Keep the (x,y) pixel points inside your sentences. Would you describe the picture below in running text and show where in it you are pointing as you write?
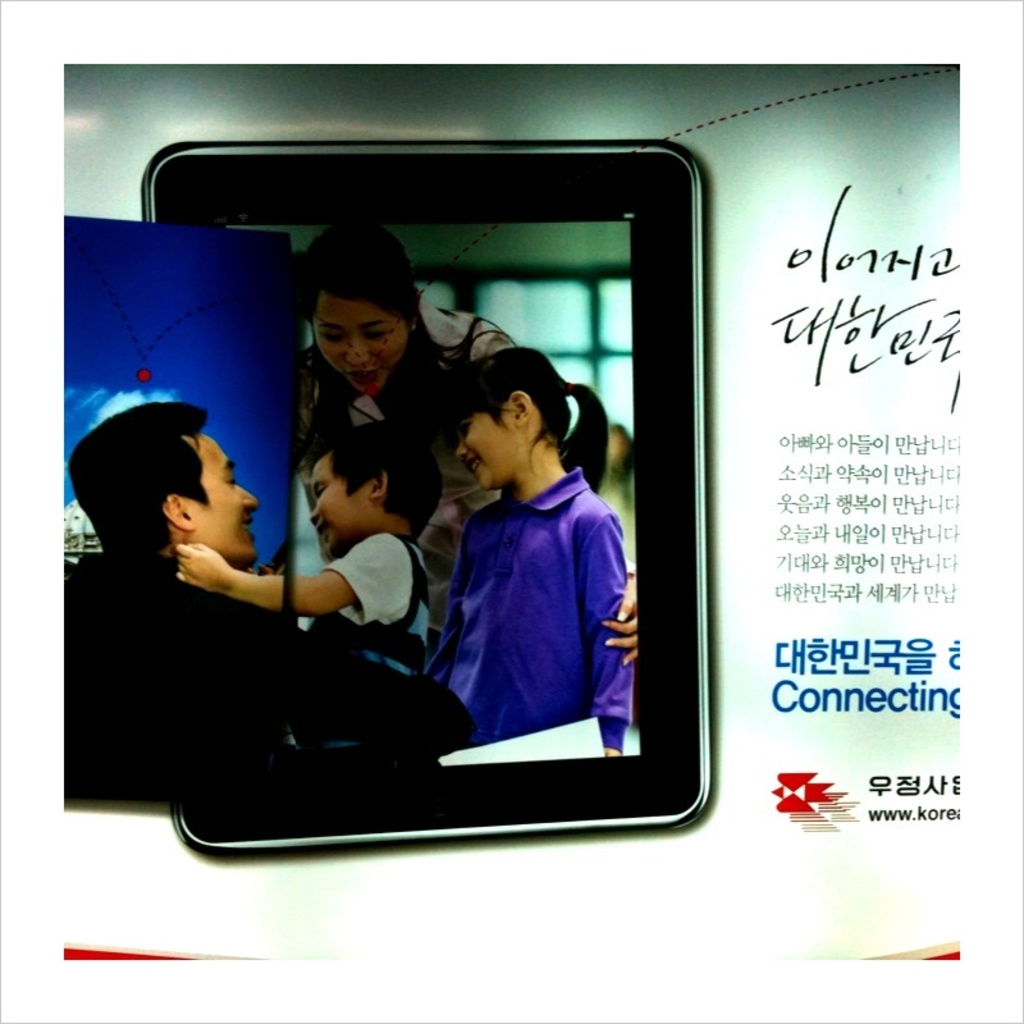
It is a poster. In this image, we can see few people (280,621) are smiling. Right side of the image (801,639), we can see some text (893,260).
